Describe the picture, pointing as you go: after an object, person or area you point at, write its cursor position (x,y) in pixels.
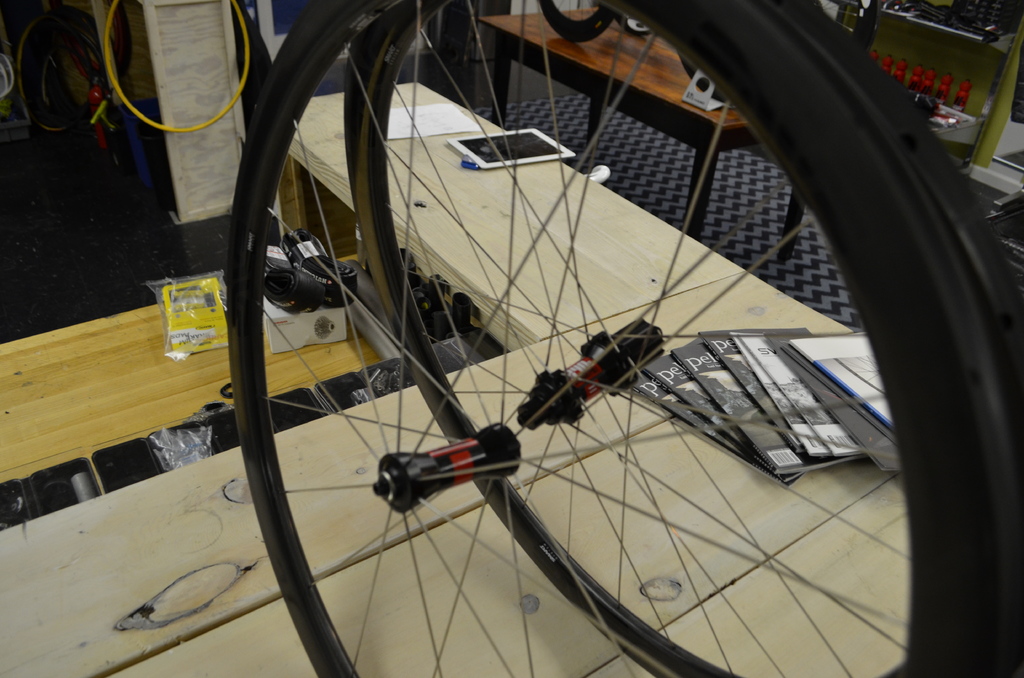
In this image on the right side (959,542) there are some vehicle (728,66), tires (381,144) and at the bottom (539,643) there is a wooden table (101,572). On the table (449,144) there are some papers (779,398) and tab (510,135), and in the background (667,100) there are some tables (669,119). On the tables (606,73) there are some objects (296,323) and also we could see some pipes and some other objects (204,37).
